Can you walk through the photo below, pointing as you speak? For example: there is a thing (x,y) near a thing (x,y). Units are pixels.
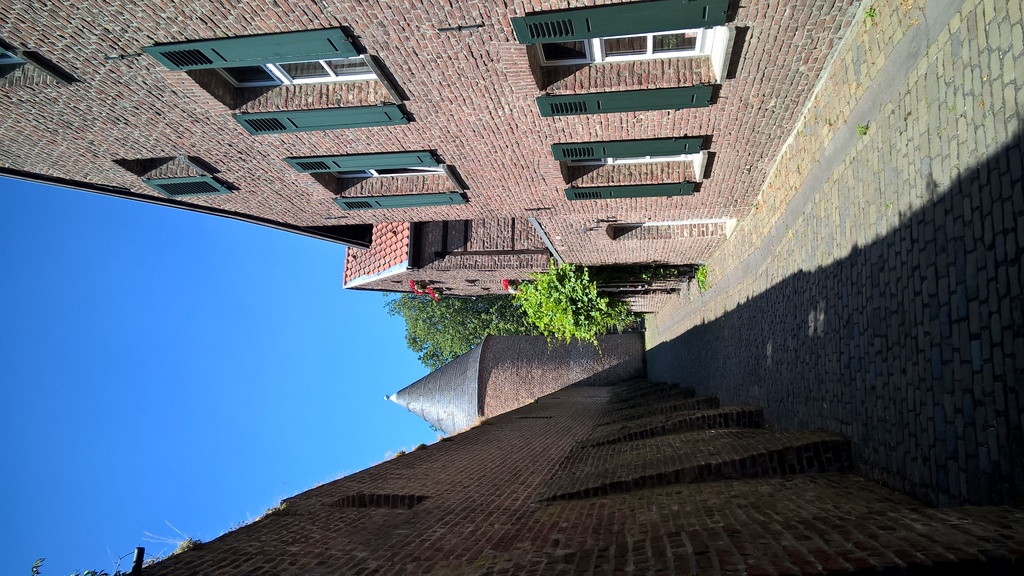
There are buildings (36,131) which has green windows (618,101). There is a walkway (685,361) in the center (660,355). There are trees (591,323) at the back (591,315).
